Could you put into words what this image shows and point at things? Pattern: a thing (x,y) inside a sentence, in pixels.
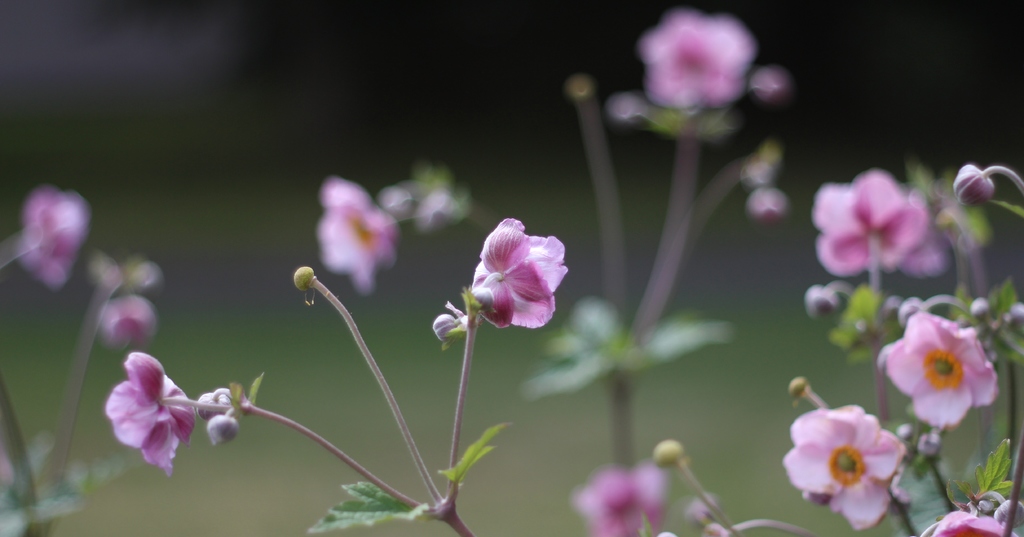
In this picture we can see some pink flowers (523,234) on a plant (54,216). Background (494,117) is blurry.
